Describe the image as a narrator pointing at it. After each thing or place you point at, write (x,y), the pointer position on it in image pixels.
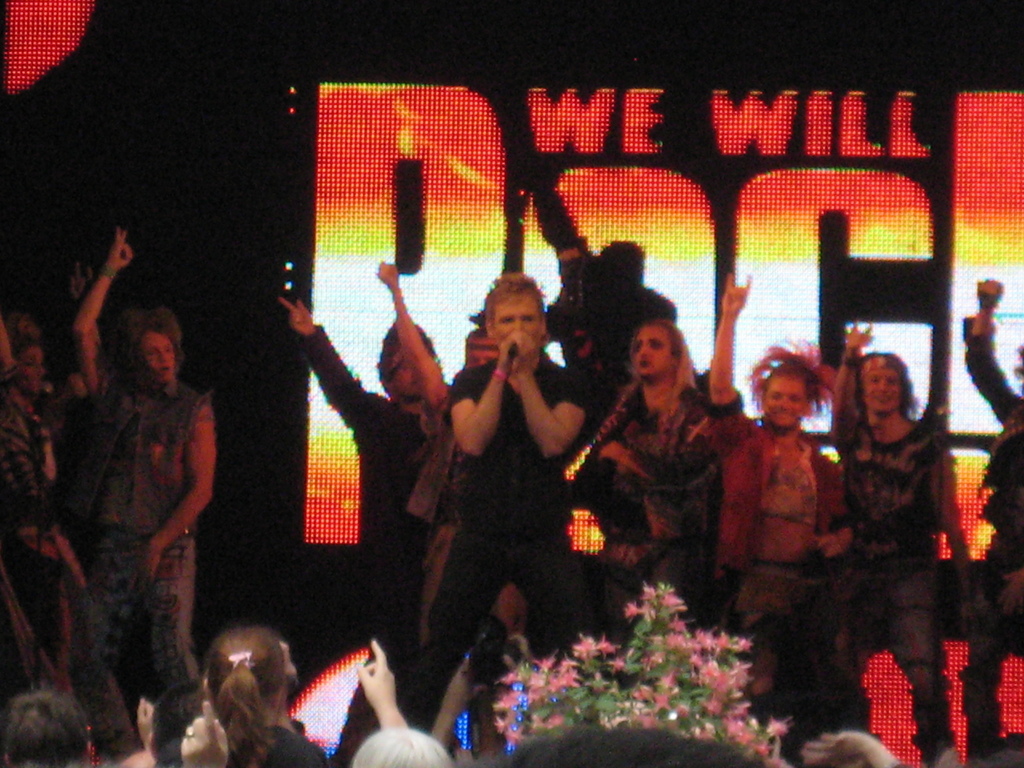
On the left side (291,677), there are persons (189,609). On the right side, there is a plant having flowers (750,708) and there is a hand (829,735) of a person (837,742). In the background (1012,487), there are persons (603,305) in different color dresses (738,497), dancing. One of them is holding a mic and there is a screen (594,196).
